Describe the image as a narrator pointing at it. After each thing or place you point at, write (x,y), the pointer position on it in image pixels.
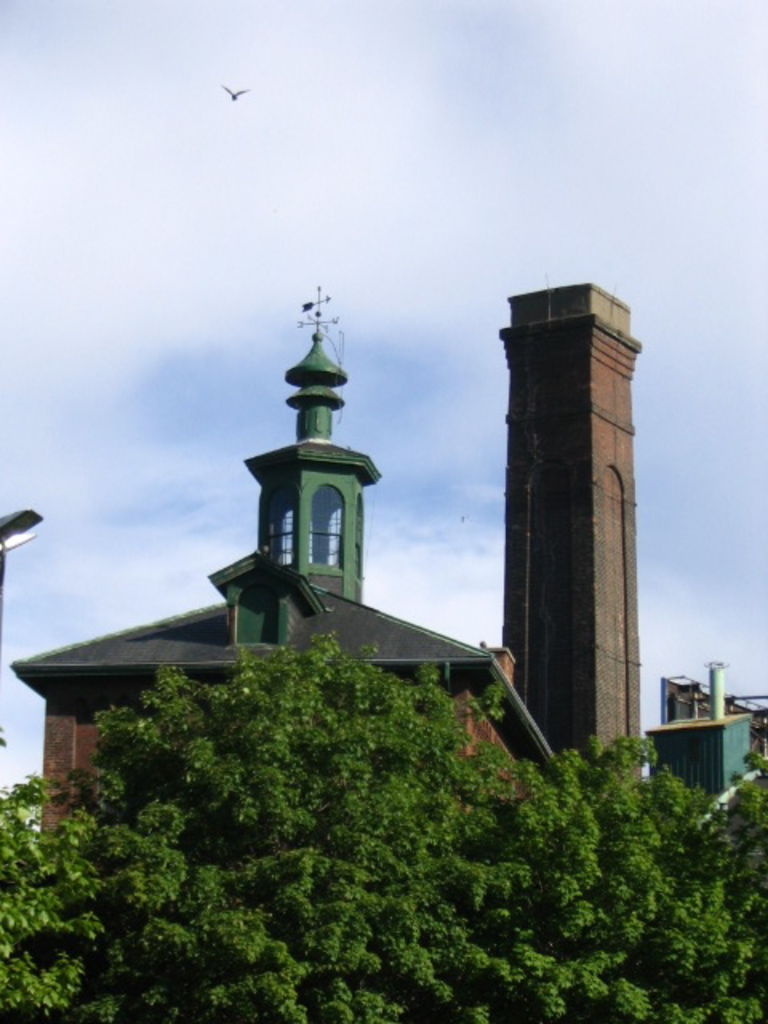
In this picture we can see trees (162,750), buildings (472,652) and some objects (713,704). In the background (187,495) we can see a bird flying in the sky (342,240).
